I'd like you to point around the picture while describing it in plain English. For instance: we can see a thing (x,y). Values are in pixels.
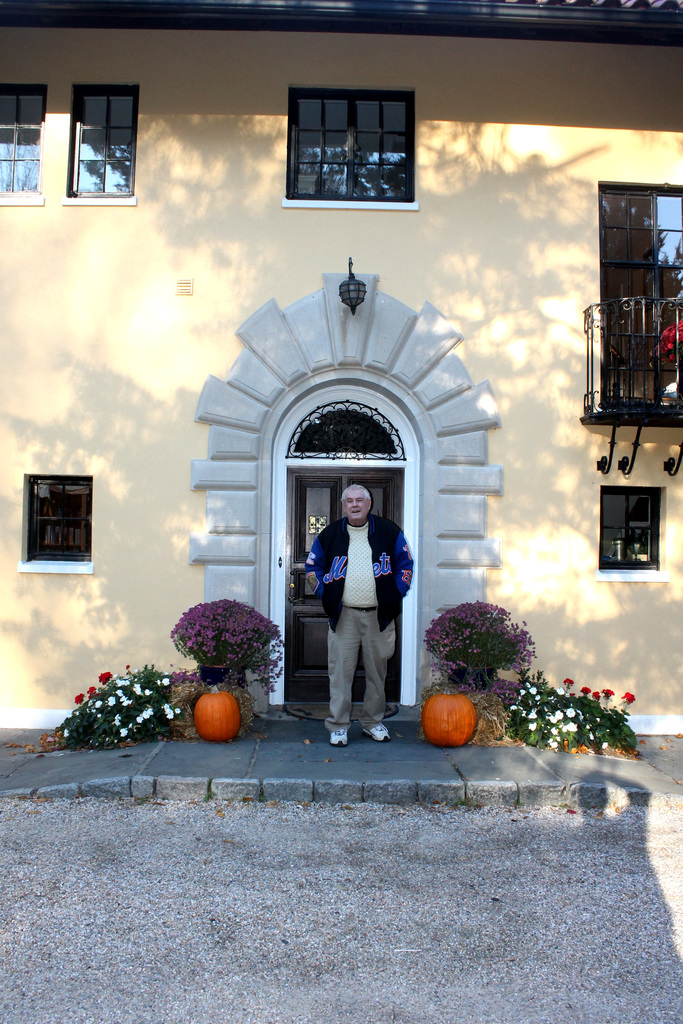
In this image there is a building (441,392) with windows (21,178), in front of the building (362,674) there is a person (381,723) standing. On the left (222,642) and right side of the person (343,641) there are flowers (571,692) and plants (549,717).
